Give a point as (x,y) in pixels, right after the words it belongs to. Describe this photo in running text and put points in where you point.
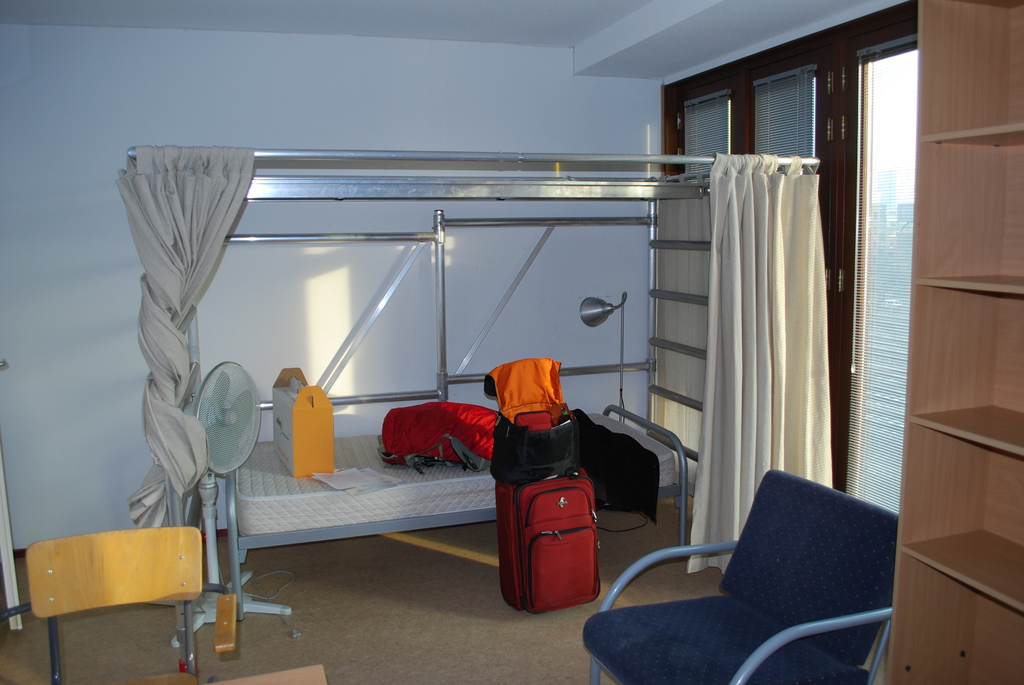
In this image I can see two chairs (724,622), they are in blue and brown color. Background (711,136) I can see few bags (499,498) on the bed (483,495), they are in red, black and orange color, few windows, a table fan (212,565) and the wall (360,99) is in white color.
